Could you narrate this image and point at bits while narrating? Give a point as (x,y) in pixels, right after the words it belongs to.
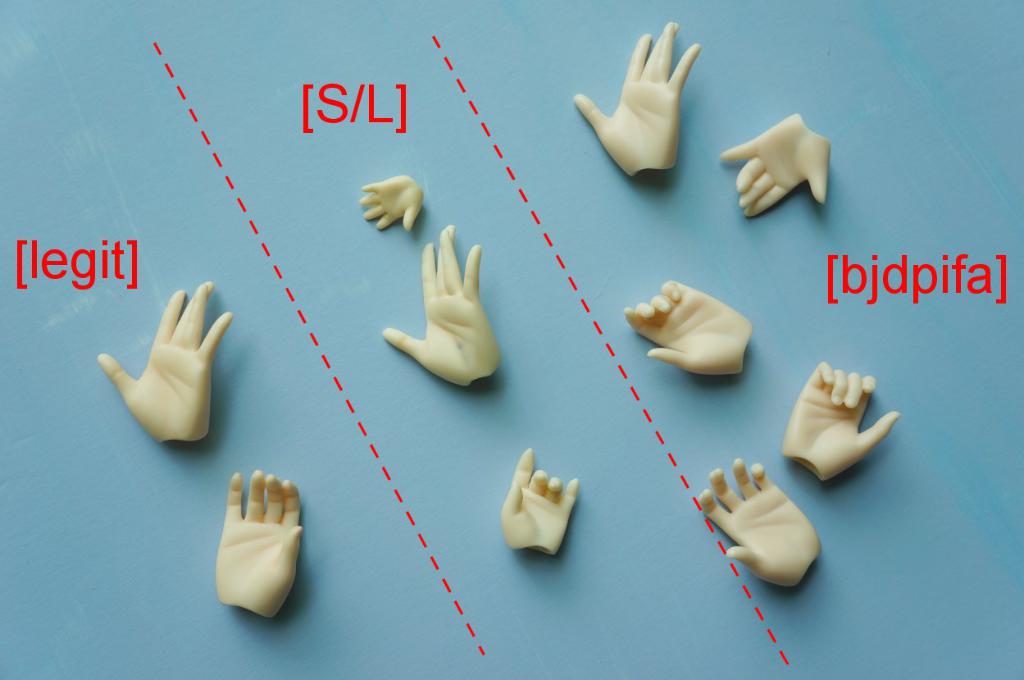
In this image we can see a group of hand figurines (649,315).
